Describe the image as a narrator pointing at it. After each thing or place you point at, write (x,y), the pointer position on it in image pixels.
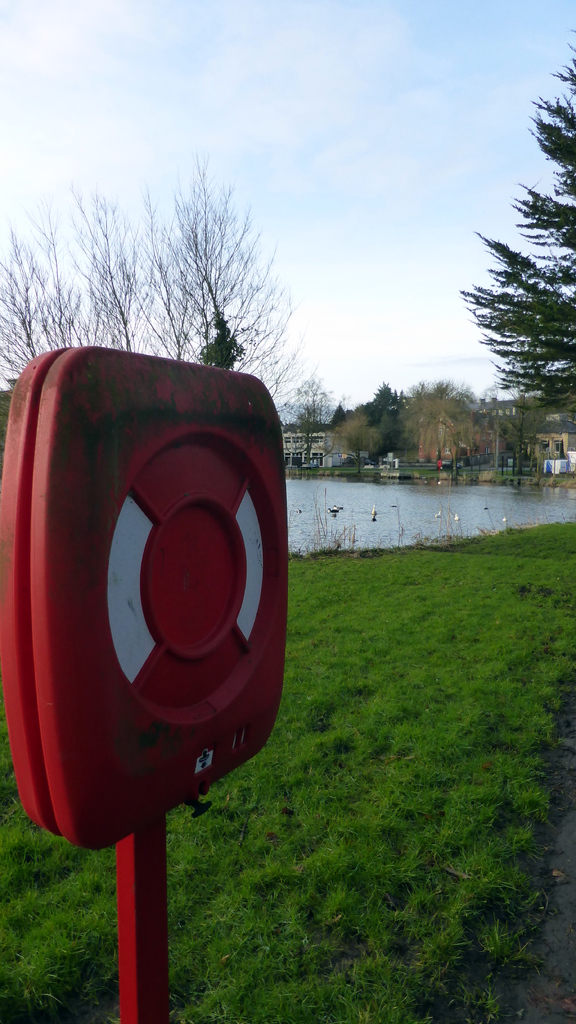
In this image in the foreground (113,668) there is one board (200,676) at the bottom (210,952) there is a grass (370,933) and in the center (376,495) there is one river (425,505), and in the background (425,445) there are some houses (562,453) trees (309,461). On the top of the image (301,184) there is sky (301,184).
